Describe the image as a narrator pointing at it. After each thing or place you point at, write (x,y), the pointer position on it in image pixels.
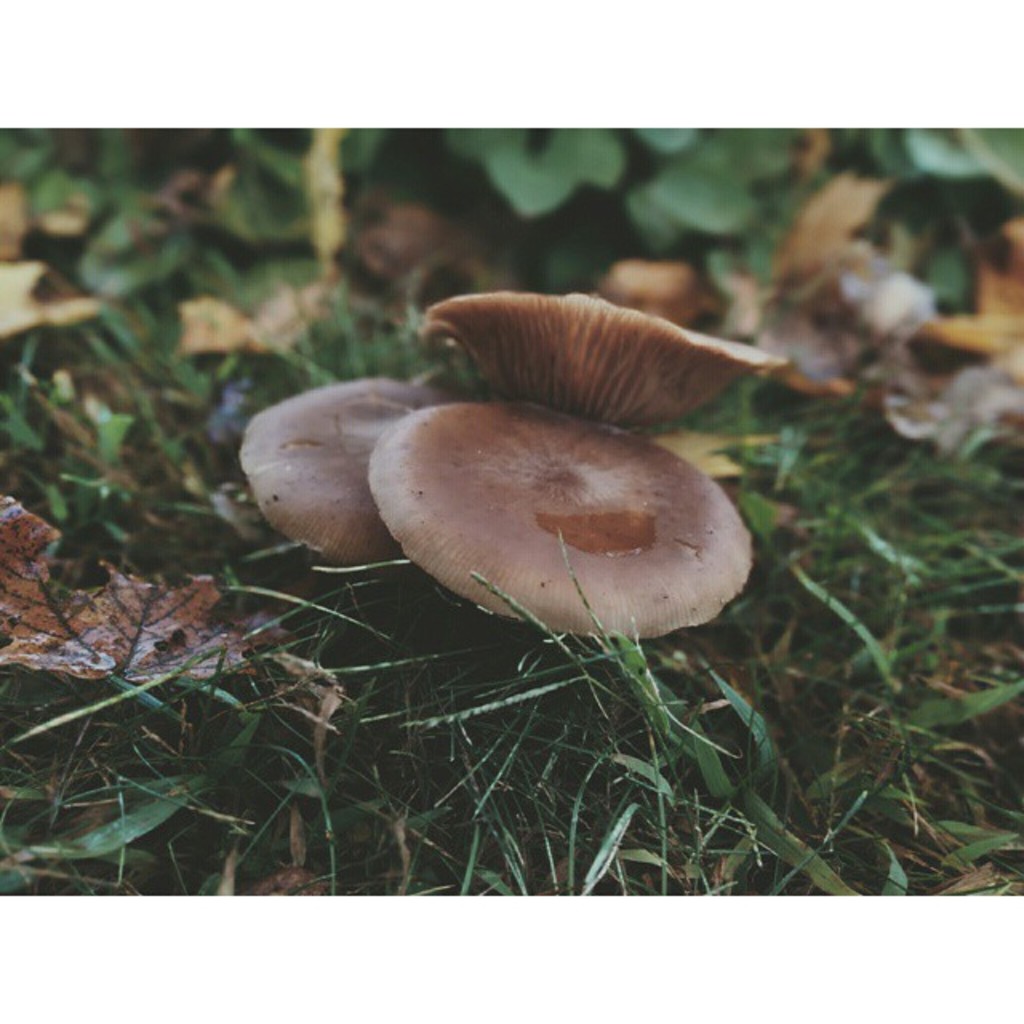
In the center of the image (506,543) we can see mushrooms (540,434), which are in brown color. In the background (6,262), we can see the grass (856,641), plants (553,169), dry leaves (6,262) and a few other objects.
